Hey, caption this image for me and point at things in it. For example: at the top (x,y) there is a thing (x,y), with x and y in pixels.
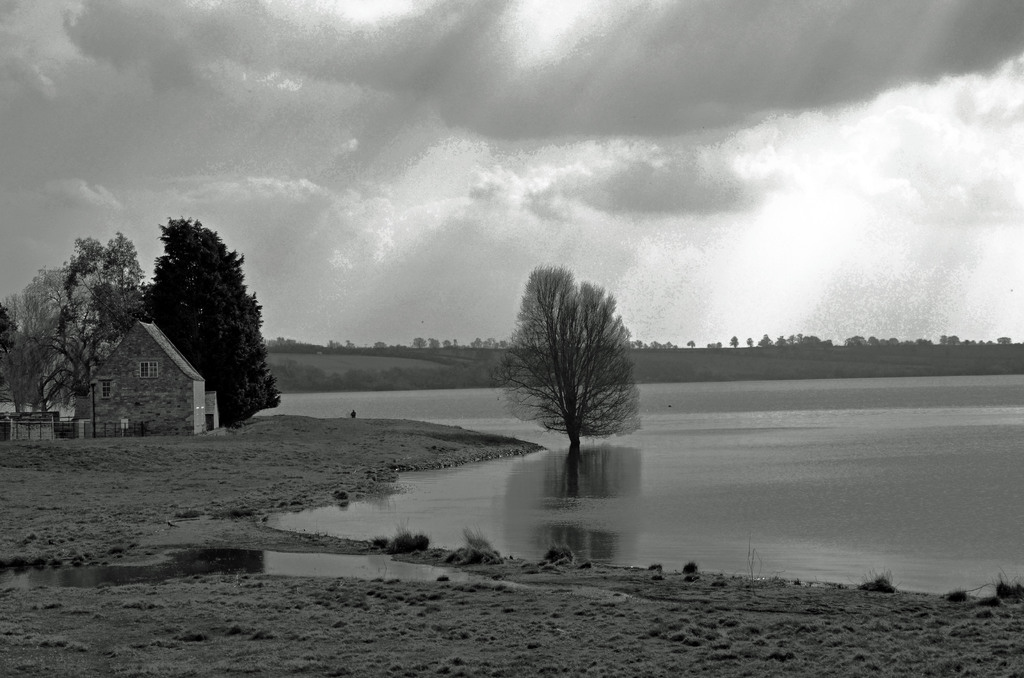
This is a black and white image. On the right side (808,494) there is water (749,483). On the left side (94,418) there are trees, building (140,401) with windows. In the background (552,164) there is sky (491,123) with clouds (445,102).
